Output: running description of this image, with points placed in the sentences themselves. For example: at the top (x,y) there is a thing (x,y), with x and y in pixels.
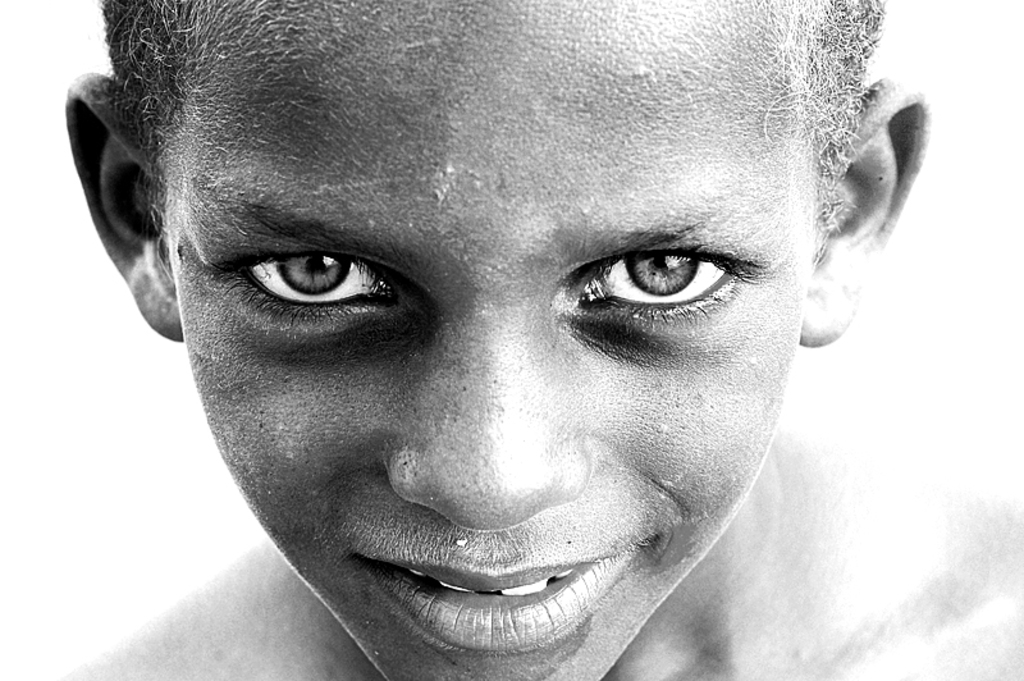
This image is a black and white image. In the middle of the image (385,362) there is a boy (852,484) and he is with a smiling face (474,512).
